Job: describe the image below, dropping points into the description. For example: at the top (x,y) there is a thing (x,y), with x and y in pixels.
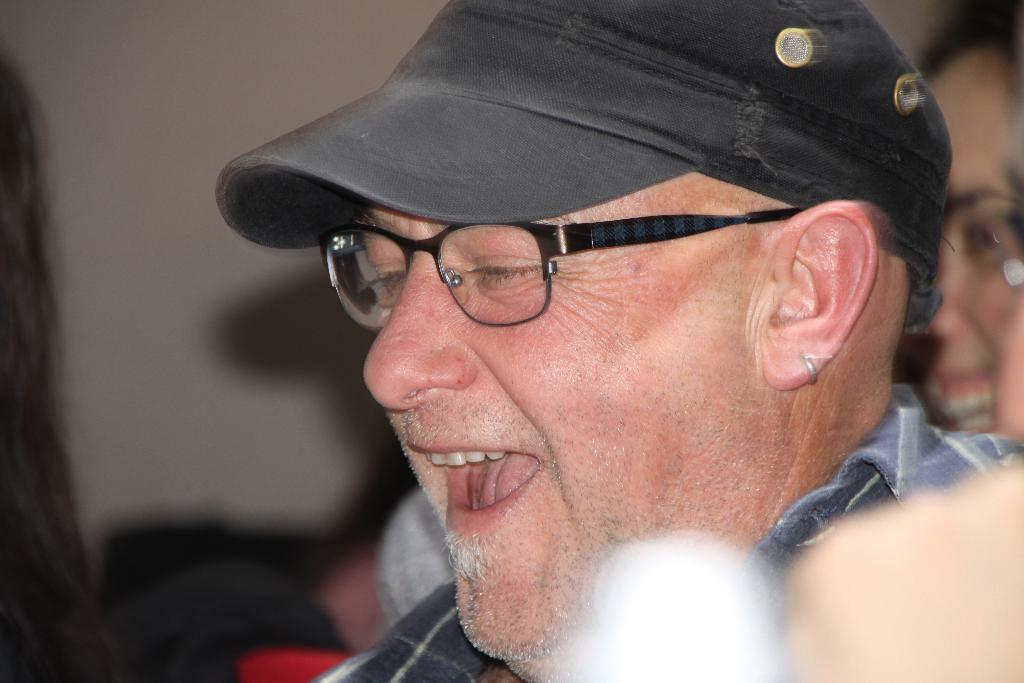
In this image I can see a person (648,205) wearing black hat (549,102), black glasses (560,247) and blue checked shirt (442,616). In the background (1002,329) I can see few other persons (935,388) and the wall (212,329).
